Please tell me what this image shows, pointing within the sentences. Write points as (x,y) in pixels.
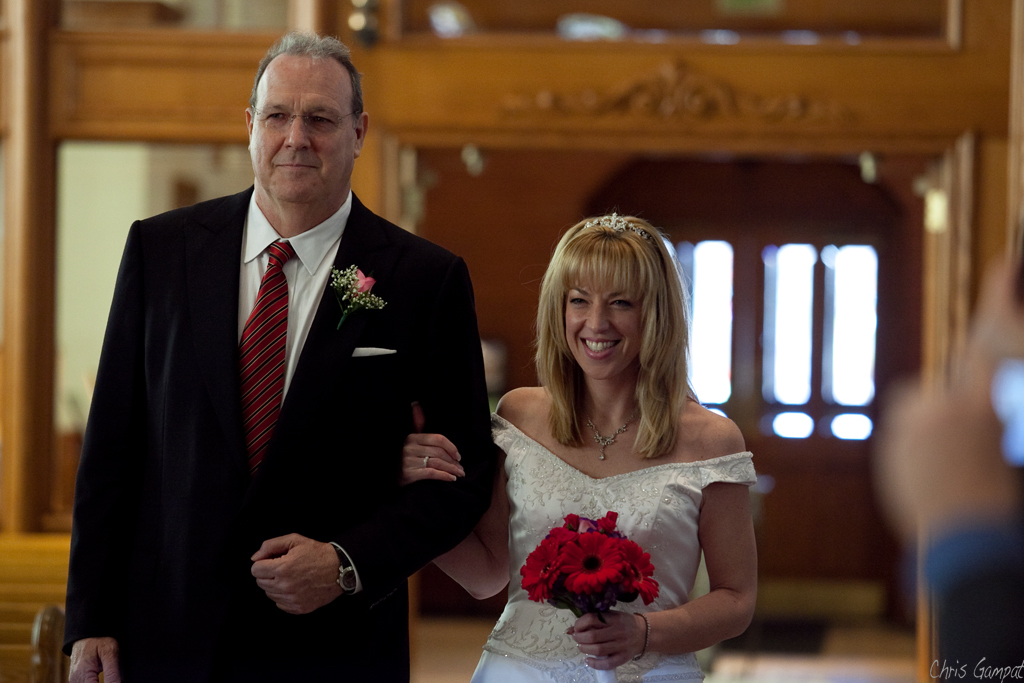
In this image I can see a man (365,241) and a woman (674,368) are standing. I can see smile on her face (603,328) and I can see she is holding red colour flowers (577,562). I can see she is wearing white dress (646,508) and he is wearing black blazer (333,389), red tie (257,363), white shirt (304,305) and specs (325,124). I can also see this image is little bit blurry from background (664,4).
